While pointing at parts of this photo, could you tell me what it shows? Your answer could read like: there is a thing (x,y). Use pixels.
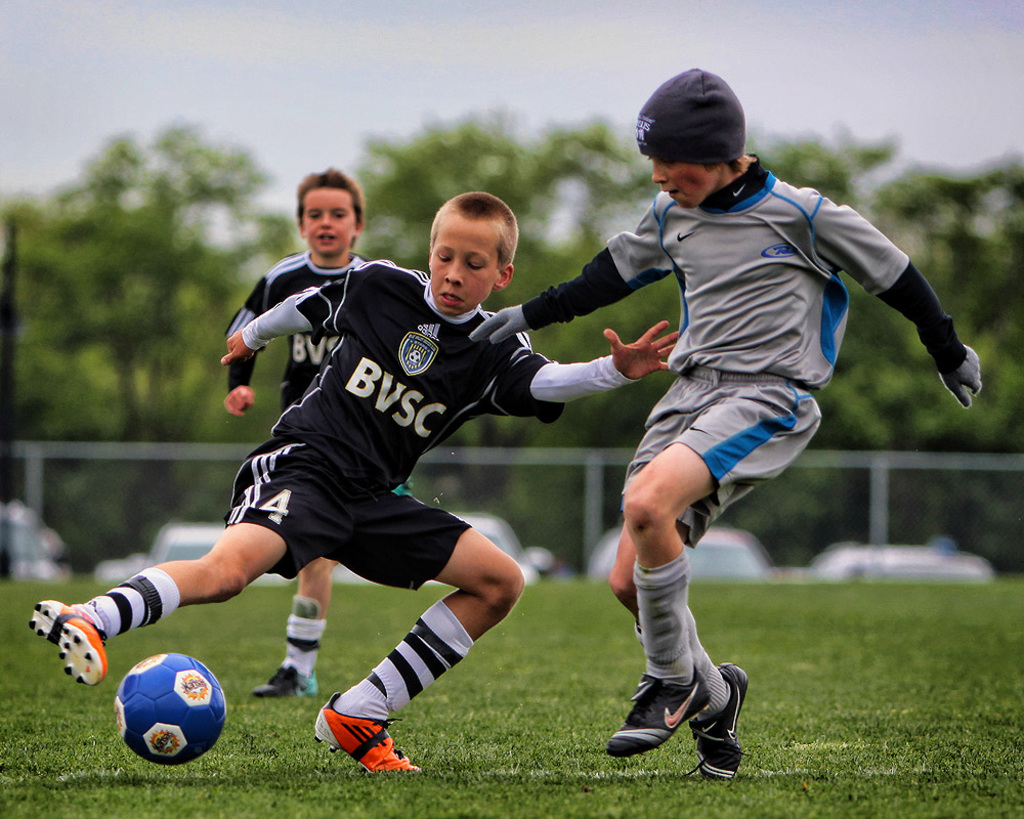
In this Image I see 3 boys (225,564) who are on the grass (12,769) and 3 of them are wearing jersey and I see a ball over here. In the background (13,524) I see the cars (20,543) and the trees (970,442) which are blurred.
